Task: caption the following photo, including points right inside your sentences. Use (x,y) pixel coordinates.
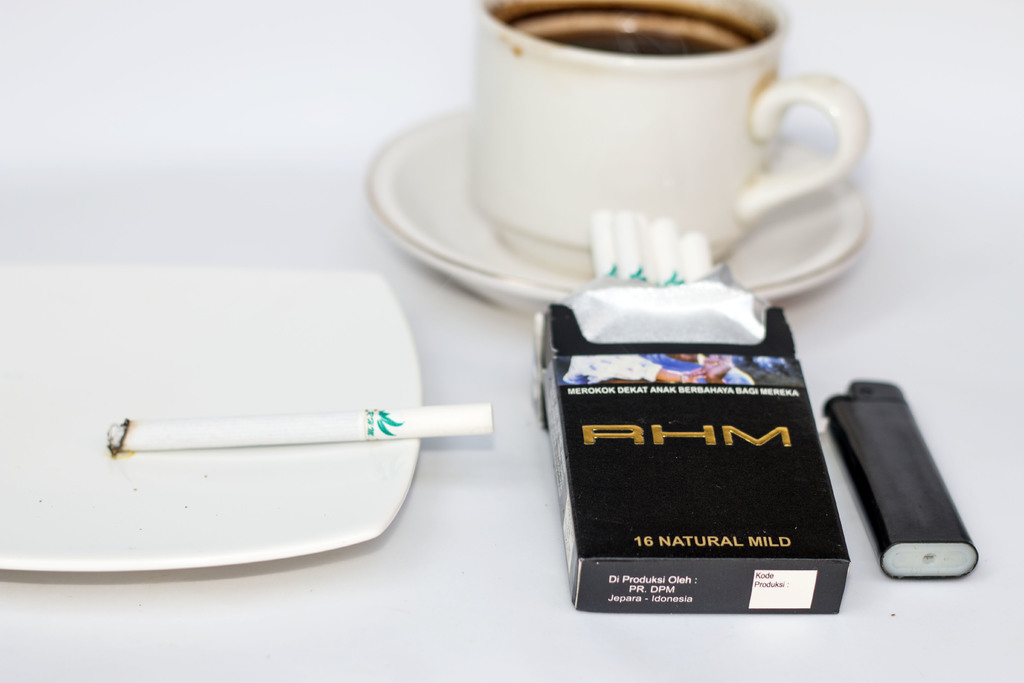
In this picture we can see a white color tray (249,494) with cigarette (398,418). Behind there is a white tea cup (572,235), black color cigarette packet (782,483) and lighter (894,547) is placed on the table top (463,637).
